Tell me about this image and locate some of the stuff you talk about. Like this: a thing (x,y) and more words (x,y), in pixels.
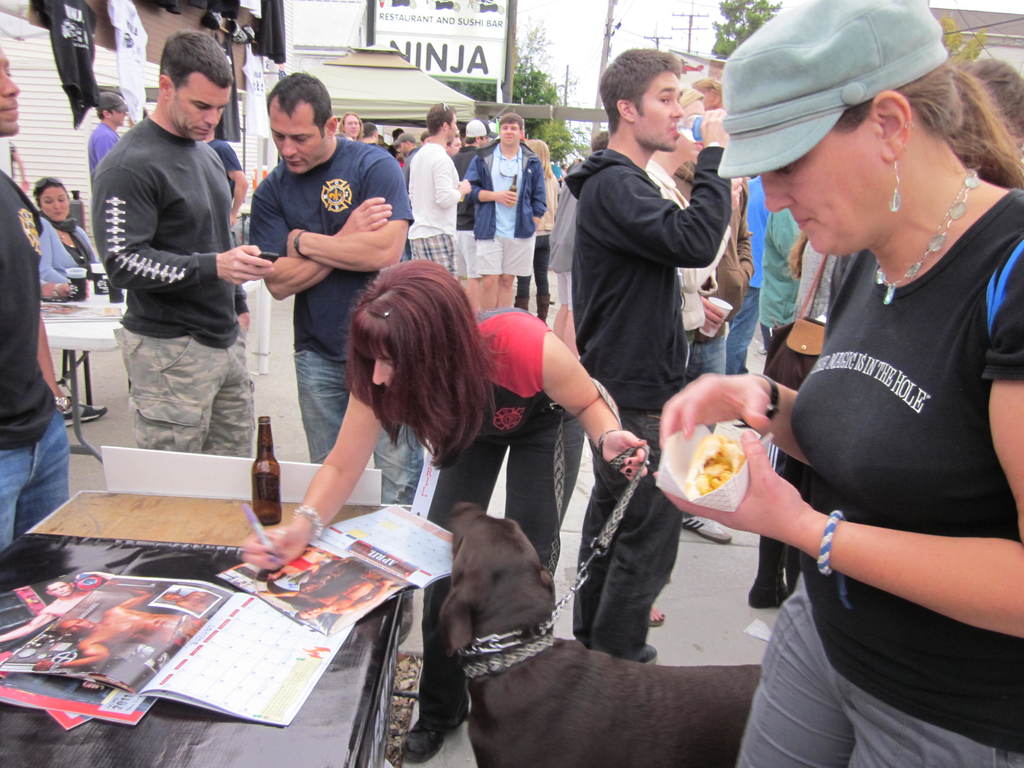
In this picture there are group of people (664,85) standing. On the right side of the image (814,9) there is a person (782,512) standing and holding the food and there is a woman (564,516) with red t-shirt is standing and holding the pen (249,513) and chain (551,645). There are papers (254,628) and there is a bottle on the table (204,531). At the back (69,143) there are buildings (51,147), trees (452,82) and poles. At the back (69,273) there are papers (79,303) and glasses (83,285) on the table (72,361). At the top (573,23) there is sky (584,16).
